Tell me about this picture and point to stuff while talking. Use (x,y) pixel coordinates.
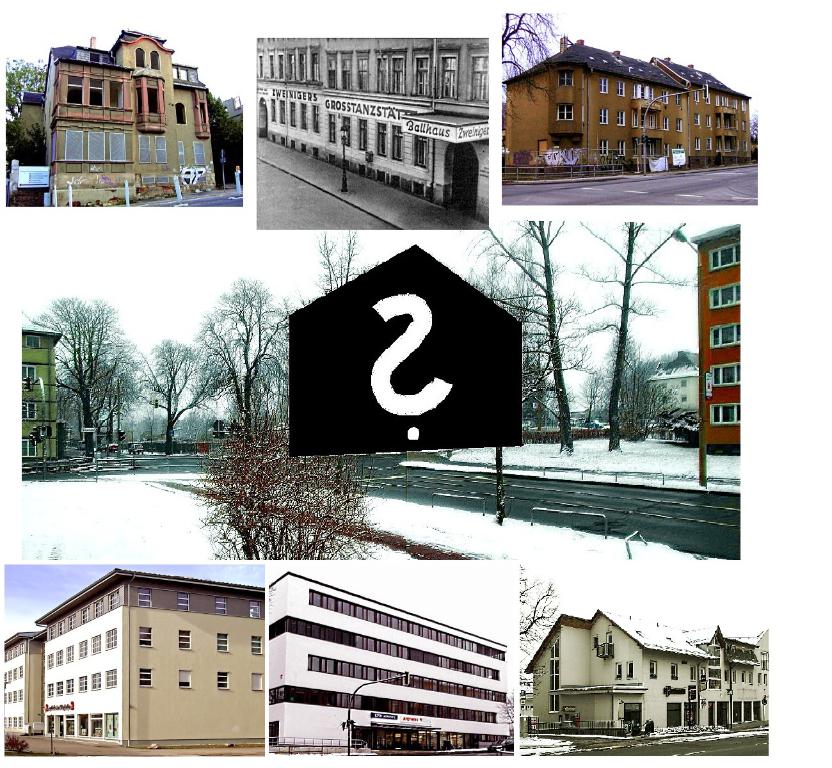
There is a collage image of different pictures. In these pictures, we can see buildings (668,110) and trees (106,369).
